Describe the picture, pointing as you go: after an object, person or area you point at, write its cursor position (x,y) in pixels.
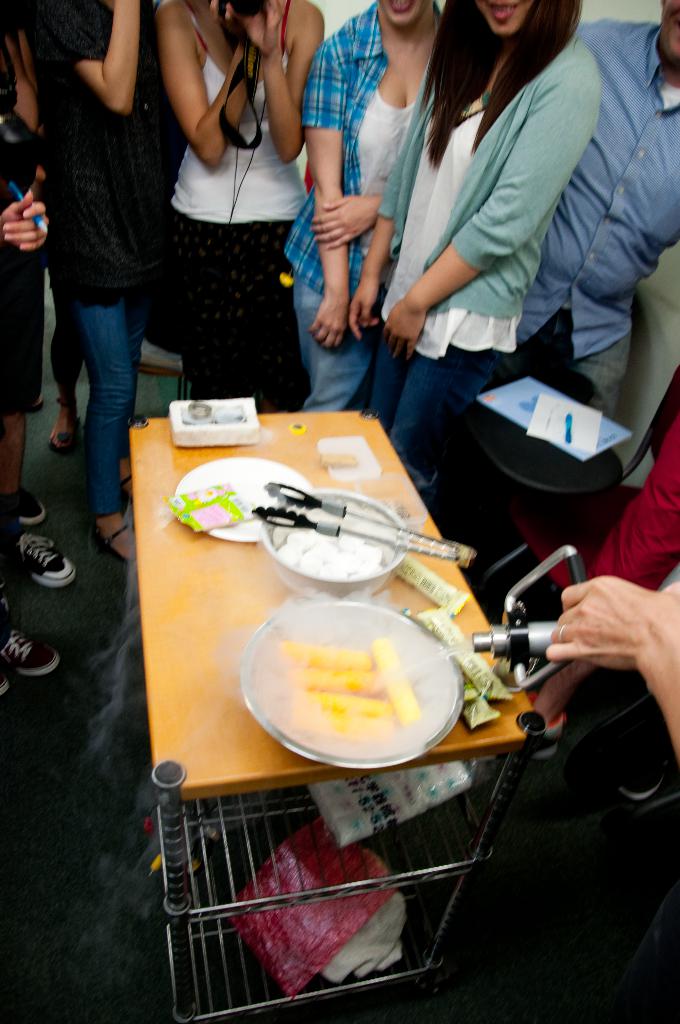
Here we can see some persons (554,44) are standing on the floor (83,754). This is table (244,1010). On the table (462,867) there is a bowl (277,626), plate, and some food (377,670).
